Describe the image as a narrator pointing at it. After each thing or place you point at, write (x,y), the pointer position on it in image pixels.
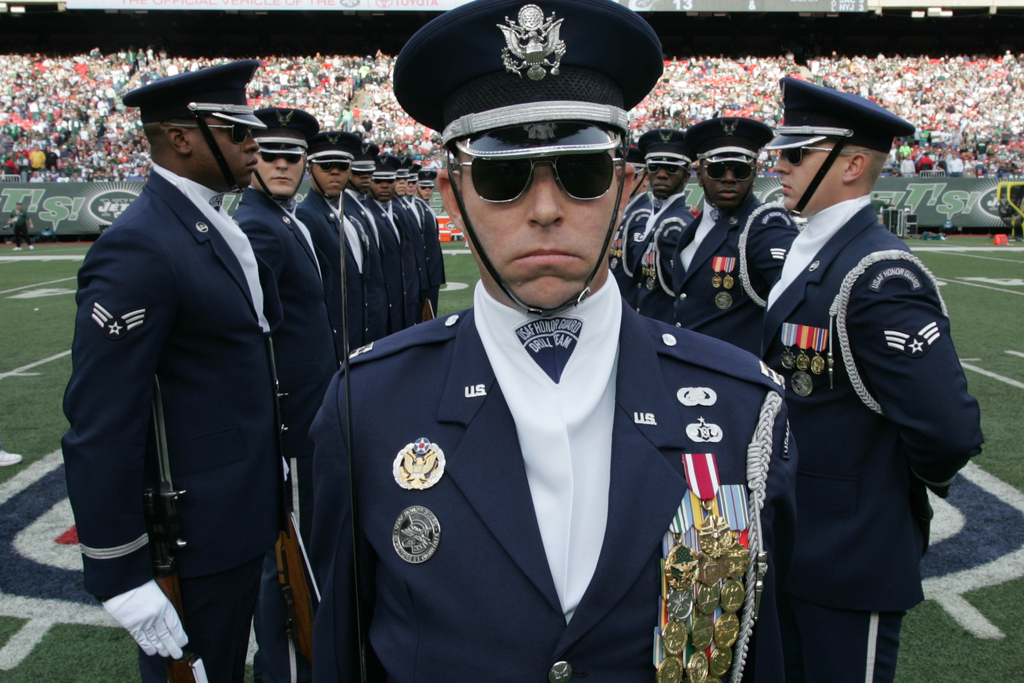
In this image there are a few officers (575,282) performing parade in a ground (451,311), in the background of the image (776,98) there are audience (385,113) seated.
